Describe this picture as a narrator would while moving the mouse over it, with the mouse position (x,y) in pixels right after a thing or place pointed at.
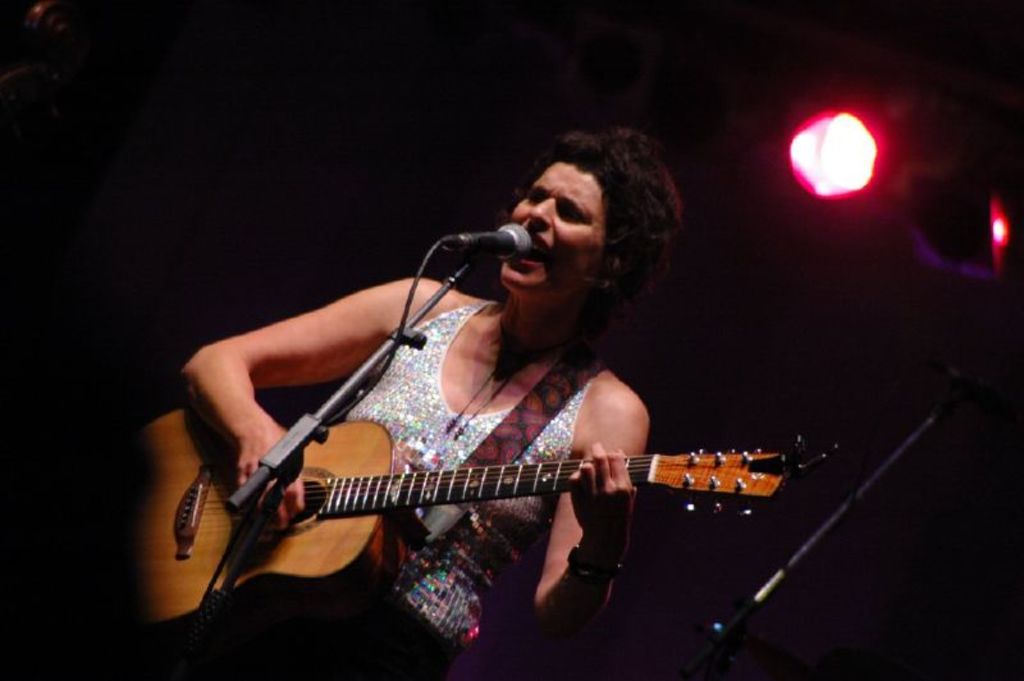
In this image In the middle (438,411) there is a woman (531,232) she is singing her hair (636,172) is short she is playing guitar (407,487) and there is a mic (496,235). In the background (854,180) there is a light (859,162).
